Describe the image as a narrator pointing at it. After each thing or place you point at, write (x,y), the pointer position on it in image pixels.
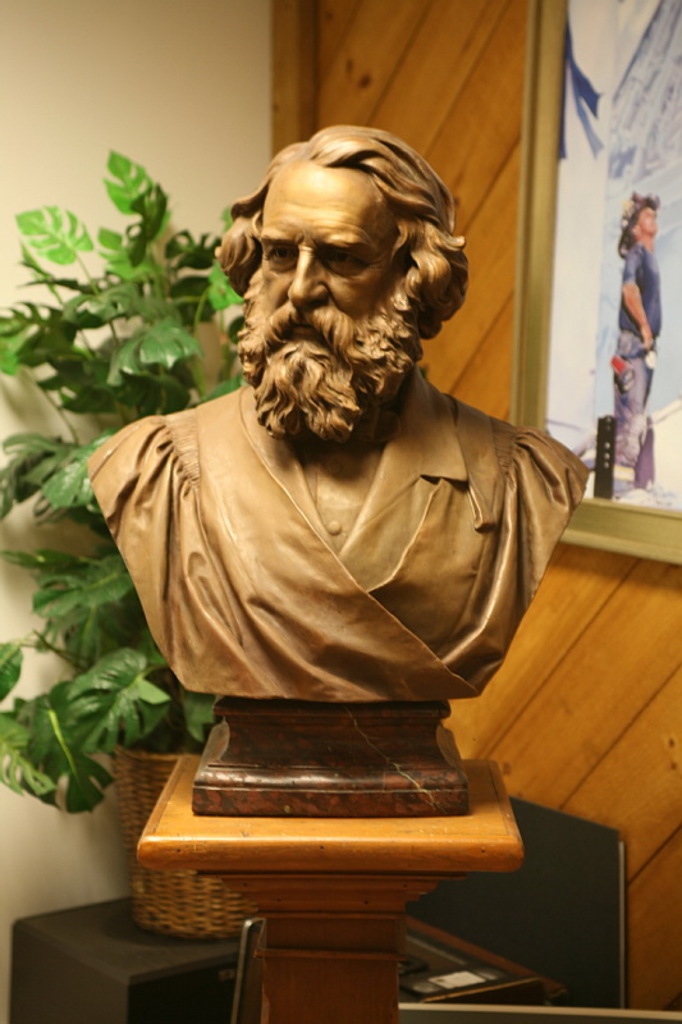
In this image, we can see a sculpture (297,693) on the wooden stand (329,909). We can see a plants (201,707) with pot (167,906) on the desk (153,984). In the bottom right side of the image (569,938), we can see few objects (573,995). In the background (609,372), we can see photo frame (577,396), wooden object (444,104) and wall (180,86).
